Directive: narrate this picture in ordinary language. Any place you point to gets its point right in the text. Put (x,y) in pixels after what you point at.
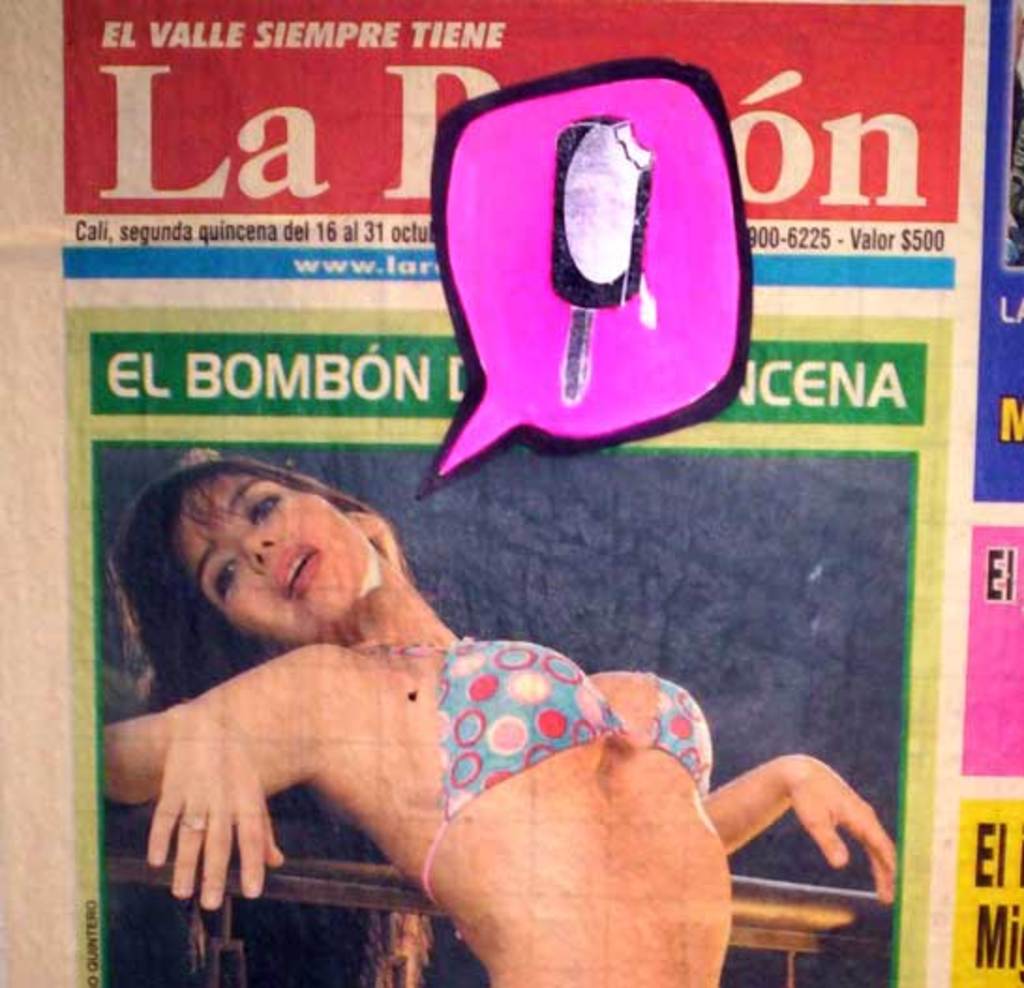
In this image we can see the poster (374,373) and on the poster (531,621) we can see the woman (444,750) and also the text (995,915).
